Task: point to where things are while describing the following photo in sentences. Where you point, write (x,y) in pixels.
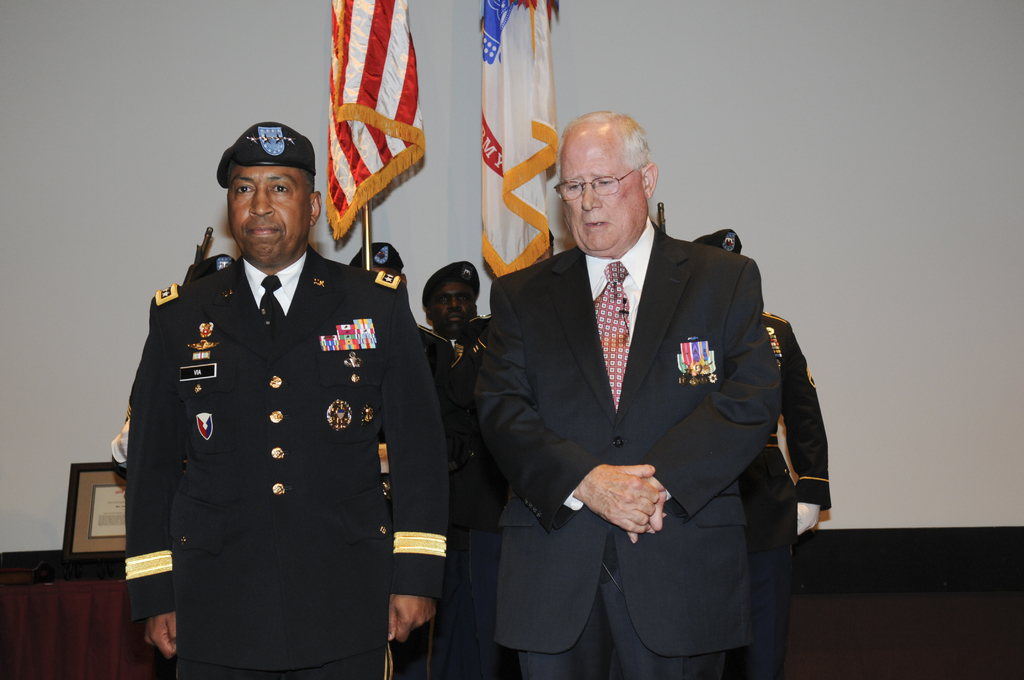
In this picture I can see few people (504,414) are standing, behind I can see two flags (539,135).
